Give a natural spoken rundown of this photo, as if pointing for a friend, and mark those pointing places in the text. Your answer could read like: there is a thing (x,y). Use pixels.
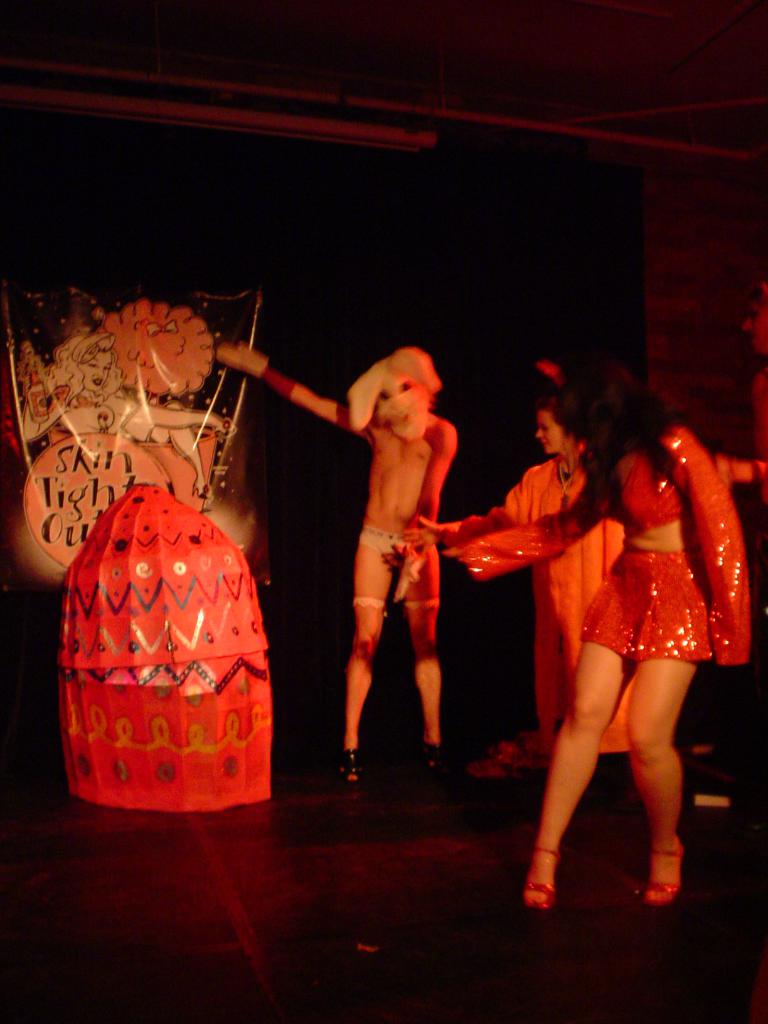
In this image I can see few people (655,537) are standing. I can also see a red colour thing (130,528), a banner (137,466) and on it I can see something is written.
